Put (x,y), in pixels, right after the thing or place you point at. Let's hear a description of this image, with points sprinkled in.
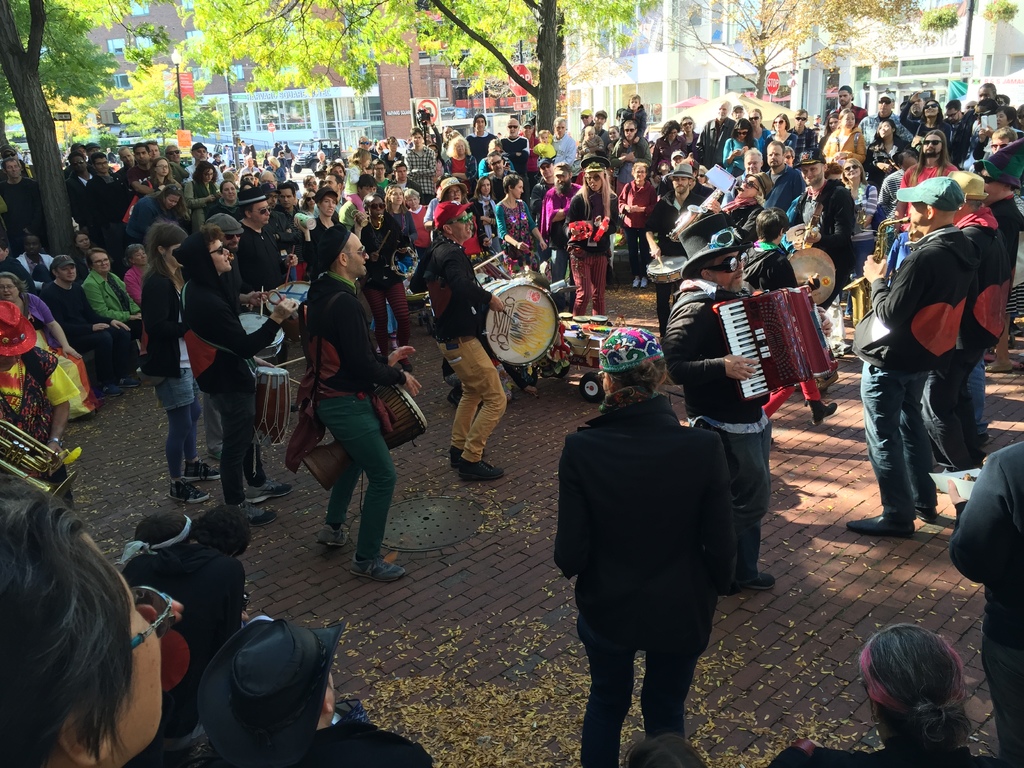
In this image I can see few people (938,301) holding the musical instruments (500,335). I can see the group of people (145,229) around these people (468,290). And these people (477,361) are wearing the different color dresses (419,156). In the back (568,115) I can see many trees (544,75), building (434,93) and some red color boards (524,90) can be seen. I can also see few people (844,236) are wearing the colorful caps (952,195).
